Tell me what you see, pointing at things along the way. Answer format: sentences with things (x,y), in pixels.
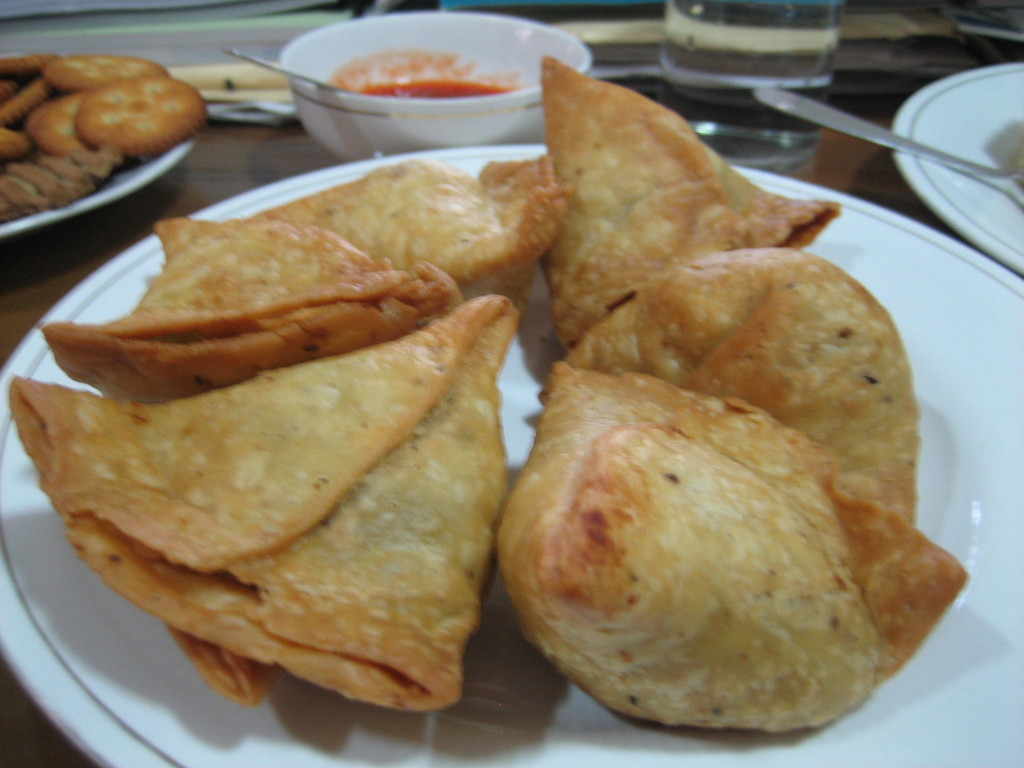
In this image we can see food items (169,289) in the plates (923,178). At the top (390,37) we can see sauce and a spoon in a bowl (461,49). In the top right (996,157), we can see a spoon (978,170) in a plate (996,102).
